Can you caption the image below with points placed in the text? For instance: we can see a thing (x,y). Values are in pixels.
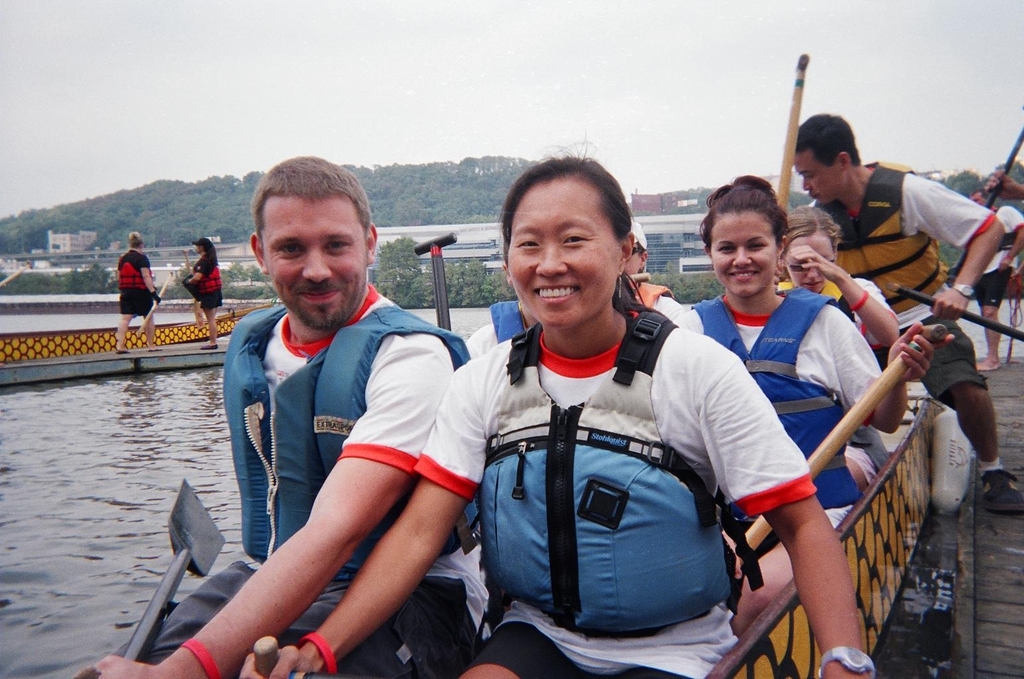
In the center of the image (634,310) there are people (418,562) sitting in the boat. In the background of the image (172,205) there are trees (95,225), buildings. At the top of the image (205,111) there is sky (277,96). To the left side of the image (109,461) there is water (82,474). To the right side of the image (958,521) there is a wooden flooring (961,630).
